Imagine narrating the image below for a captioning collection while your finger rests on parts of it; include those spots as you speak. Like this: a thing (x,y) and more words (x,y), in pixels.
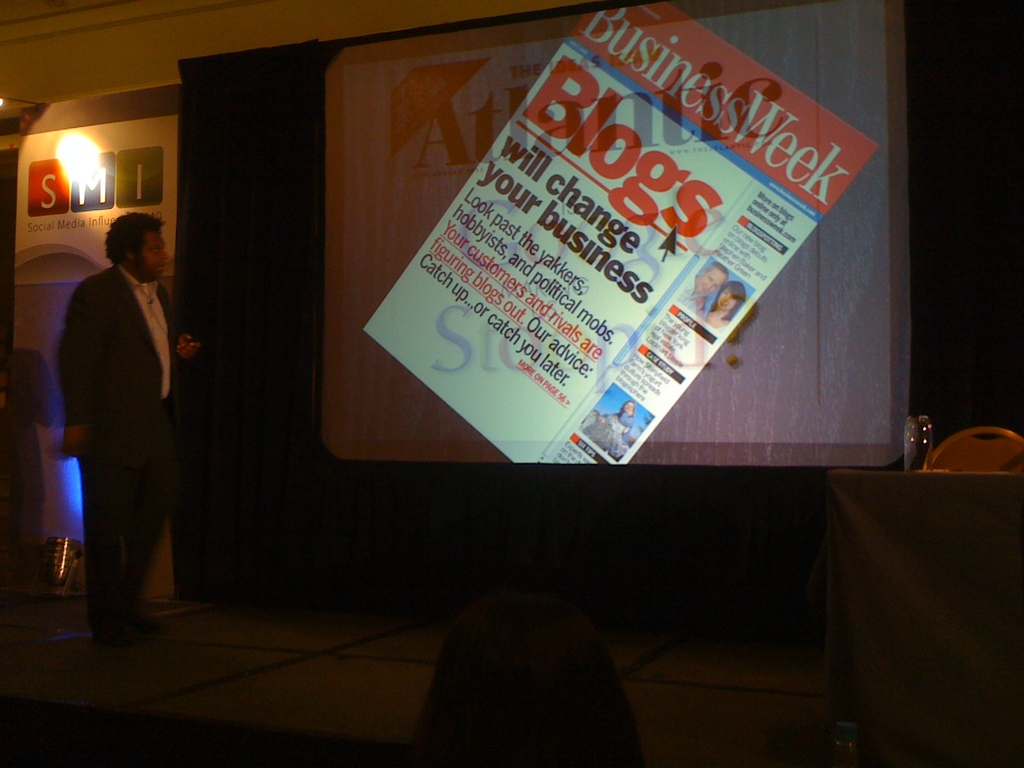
In the foreground (65,624) I can see a person (87,574) is standing on the stage (271,632) in front a screen (622,460). On the right bottom (841,591) I can see a table (835,541), chair (950,451) and a bottle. This image is taken during night on the stage (337,646).
